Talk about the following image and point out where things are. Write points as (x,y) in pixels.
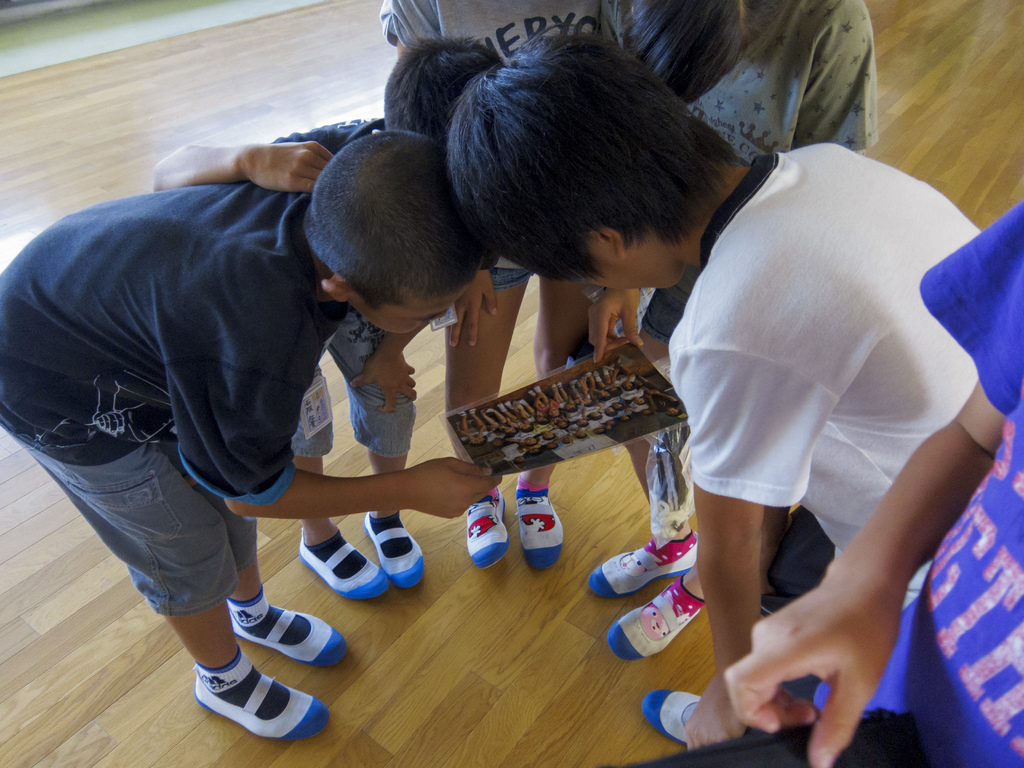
In this picture there are group of children (525,152) those who are standing in the center of the image (535,398), by holding a poster (591,437) in their hands (444,464).
